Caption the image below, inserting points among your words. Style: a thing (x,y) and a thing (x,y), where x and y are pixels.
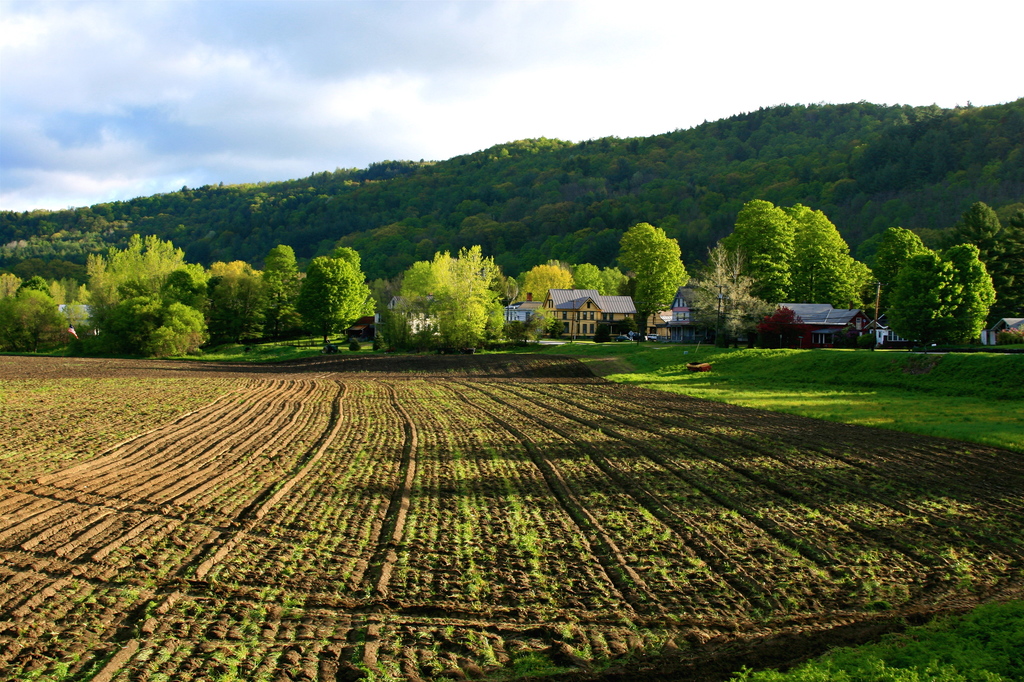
In this image there are agricultural fields (406,500) in the middle (567,432). In the background (670,181) there are hills (409,172) with the trees (251,243). On the right side (827,343) there are houses (684,320) beside the fields (571,371). At the top (360,78) there is the sky (313,47).
